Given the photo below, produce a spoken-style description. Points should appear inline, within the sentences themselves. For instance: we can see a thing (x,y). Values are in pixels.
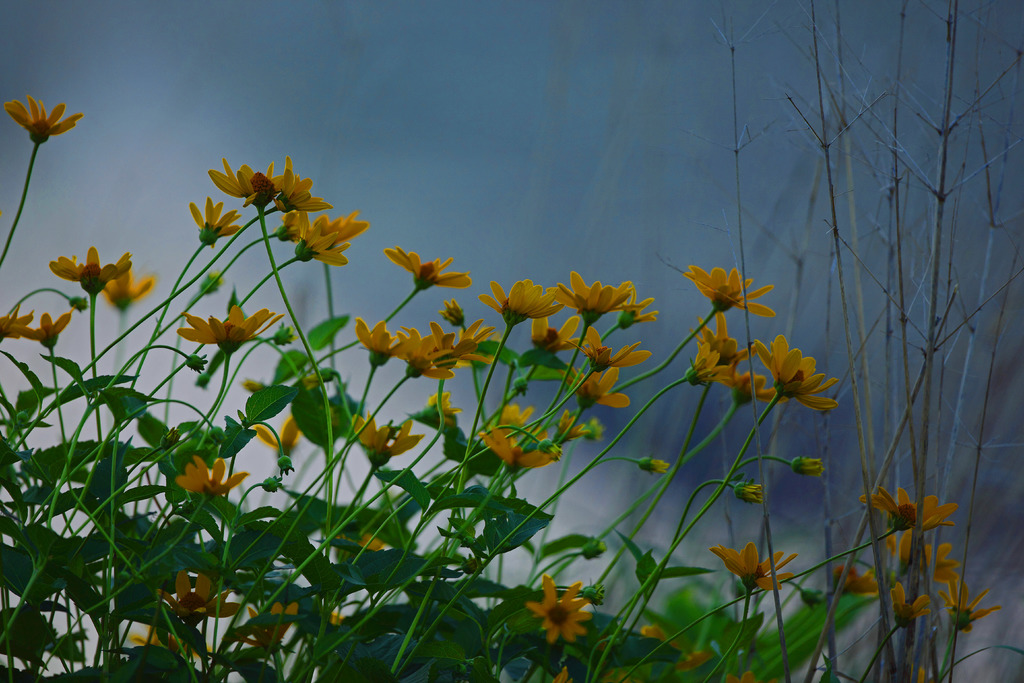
There are flower plants (419,483) in the foreground area of the image (608,461) and the sky (881,364) in the background (485,234).
